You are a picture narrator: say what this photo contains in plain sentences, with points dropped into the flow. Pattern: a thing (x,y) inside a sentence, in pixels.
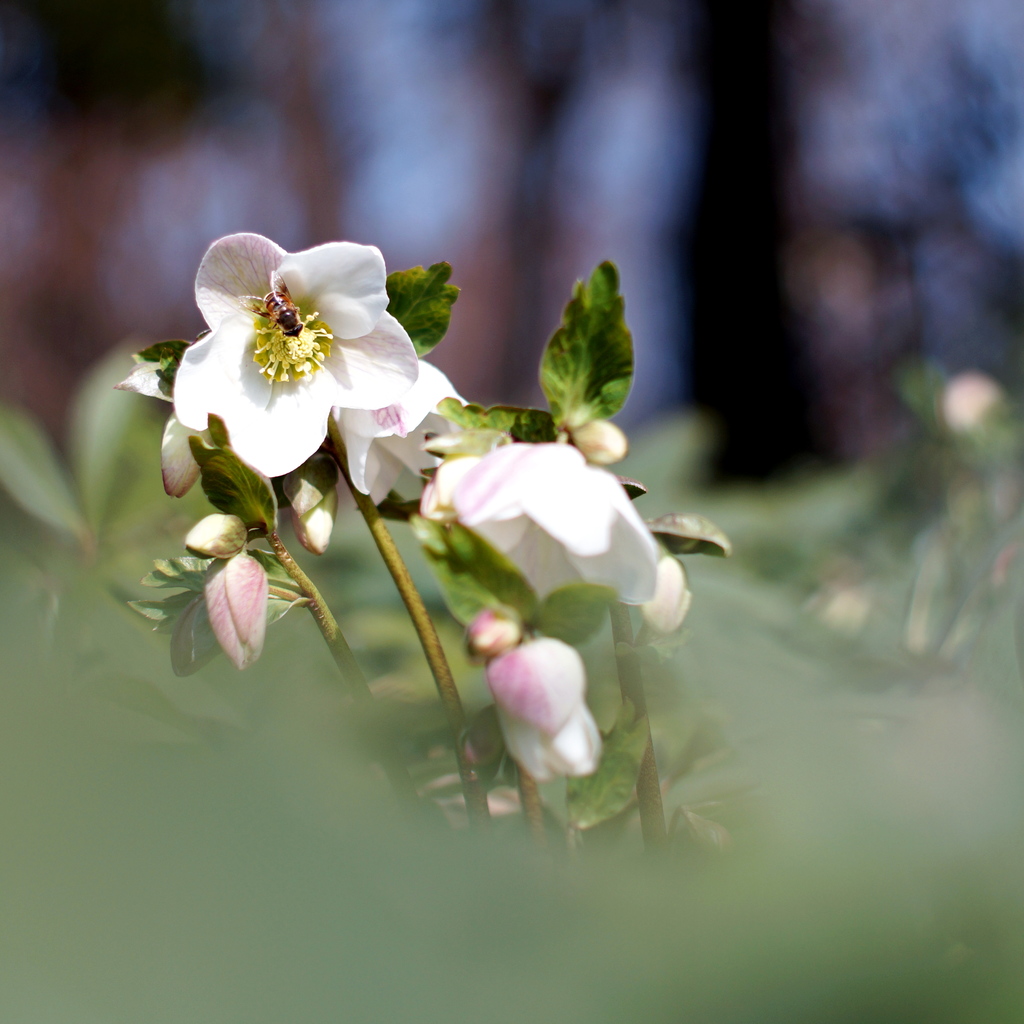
In this image we can see white color flowers (297,344), leaves (501,590) and stem (402,583).
